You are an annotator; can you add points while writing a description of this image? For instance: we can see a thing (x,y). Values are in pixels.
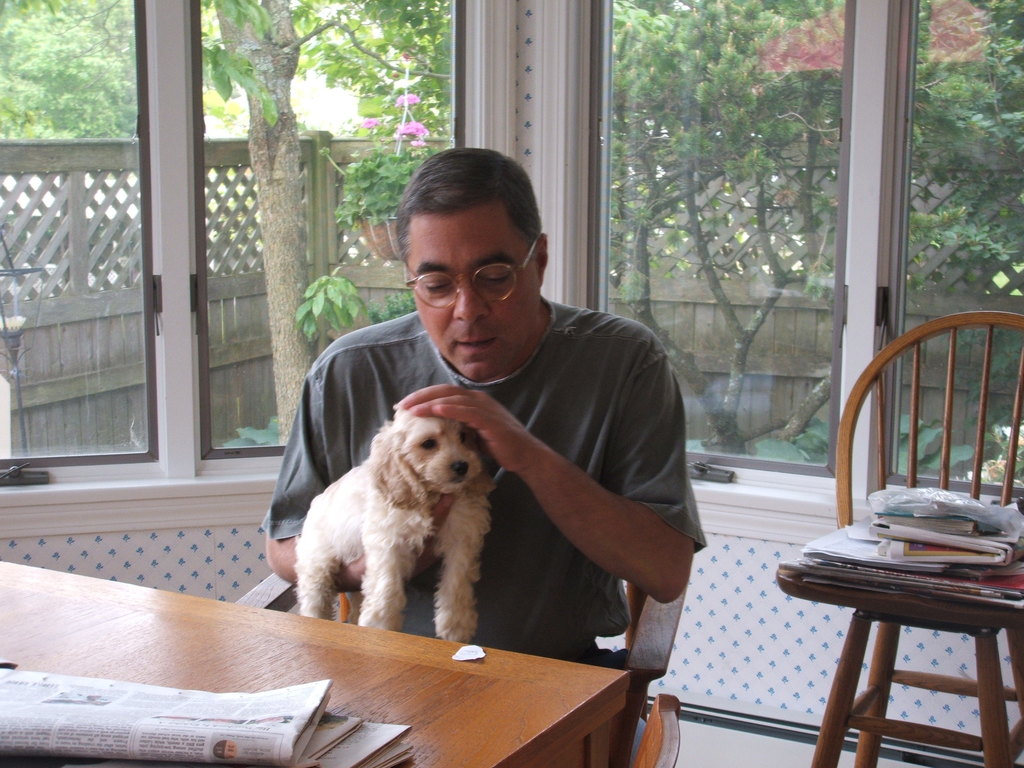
In this image the man (522,470) is sitting on the chair (650,651) and the man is holding a dog (410,544). On the table (343,686) there is a paper (158,708). At the background (768,128) there are trees (276,333).
